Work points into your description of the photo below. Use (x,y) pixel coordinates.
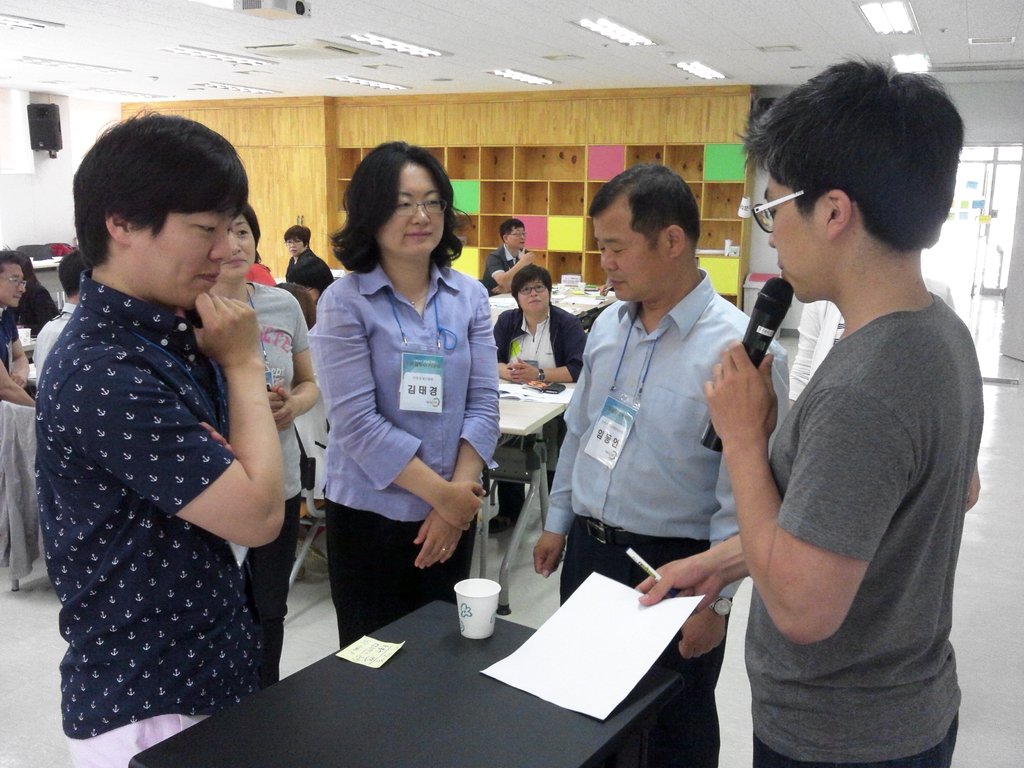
In this image we can see persons (473,433) standing on the floor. Of them one is standing by holding a mic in one hand (766,381) and paper (643,623) in another hand (662,602). In the background (279,248) we can see projector (273,12), speaker (54,108), electric lights (595,27), cupboards (501,102) and persons (293,237) sitting in the chairs (44,248).
